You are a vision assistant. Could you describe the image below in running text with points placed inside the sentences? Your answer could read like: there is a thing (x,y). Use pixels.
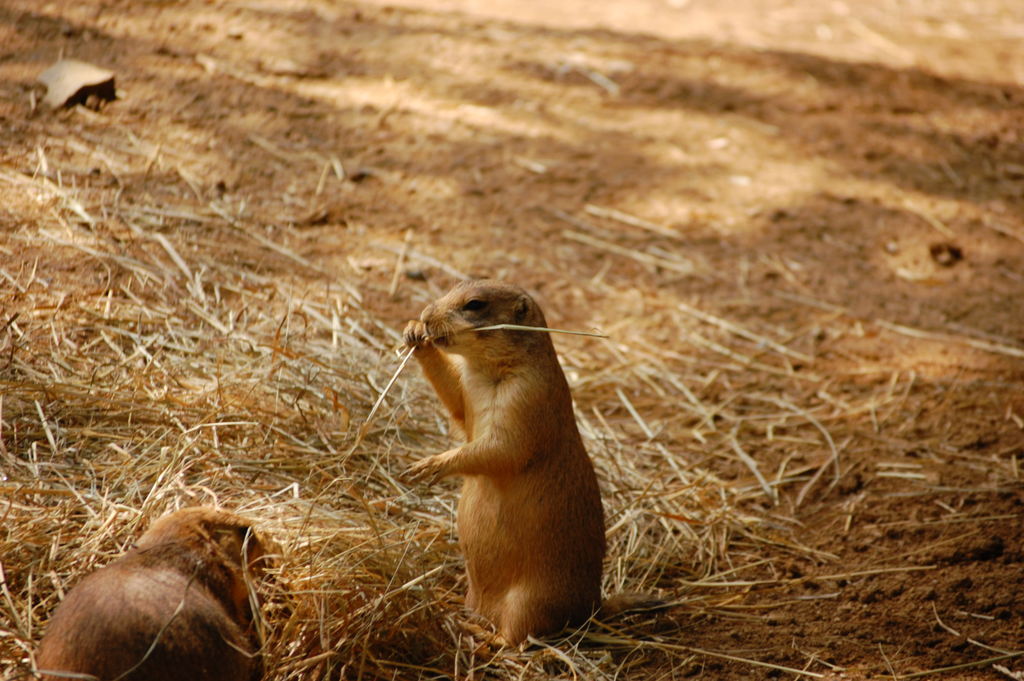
In this image there are two squirrels (160,555). There is a squirrel (511,477) standing in the center (514,428) and it is eating grass (406,348). There is dried grass (250,336) on the ground (418,255).
